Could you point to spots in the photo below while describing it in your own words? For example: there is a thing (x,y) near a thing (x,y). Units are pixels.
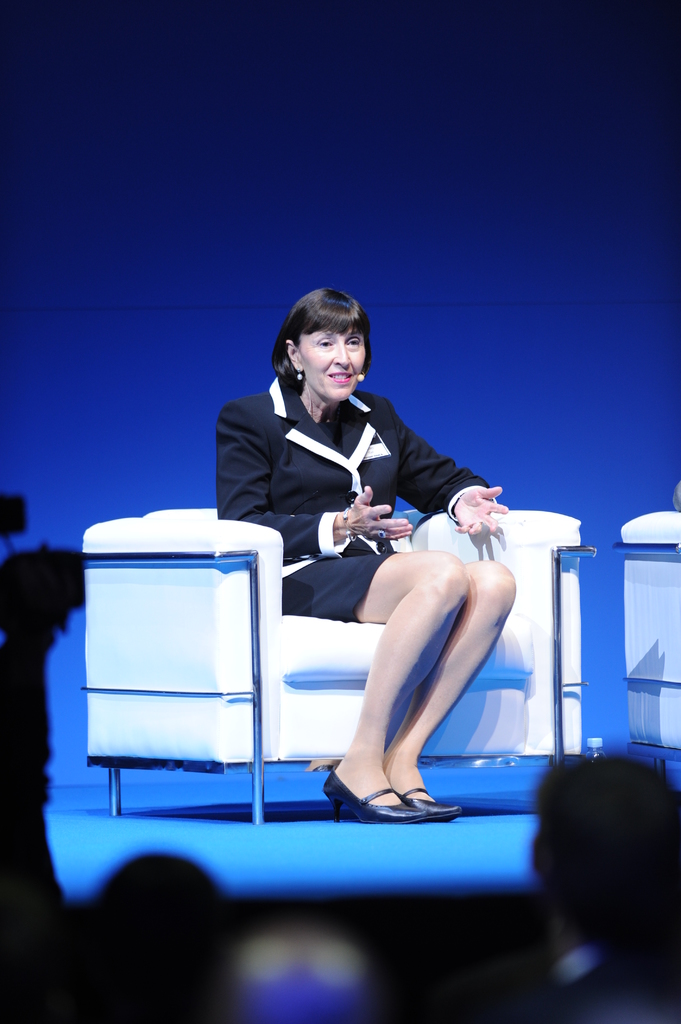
In this picture there is a woman (442,693) sitting on the chair (226,663) and she is talking. In the foreground (656,861) there are group of people (627,849) and there is a person (13,864) holding the camera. There are two chairs (247,661) and there is a bottle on the stage (147,848). At the back (345,273) there is a blue color background (483,240).
